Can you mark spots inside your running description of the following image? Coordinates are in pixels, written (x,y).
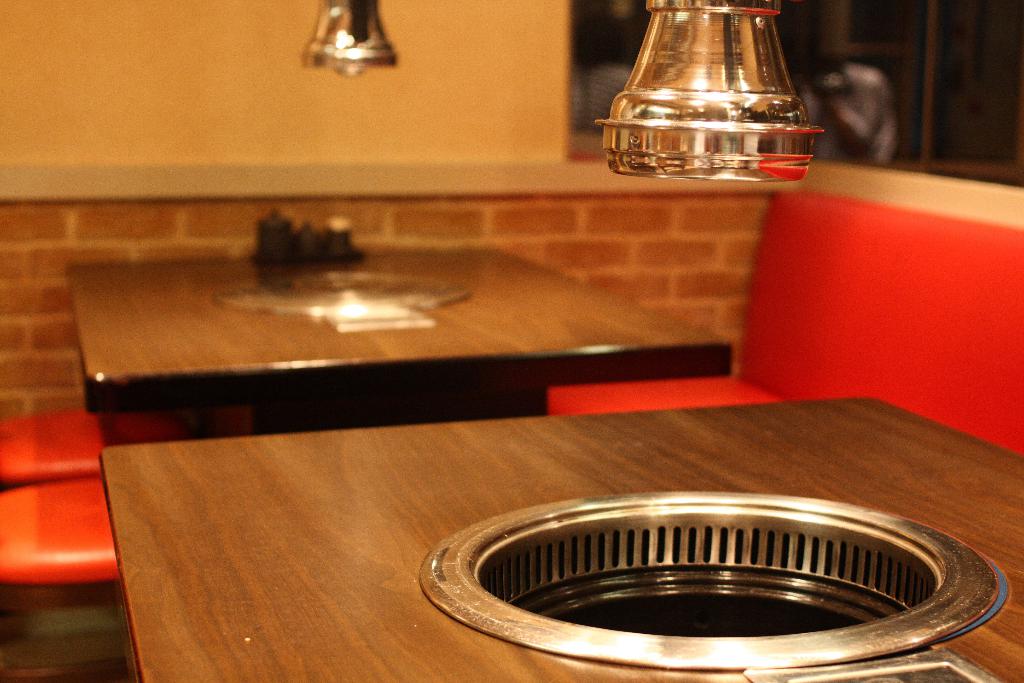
In this image I can see two tables (243,437), few red colour seats (882,314) and on these tables (634,487) I can see two round things (764,504) and few other stuffs (278,236). On the top side of the image (740,140) I can see two silver colour things (325,42) and I can also see this image is little bit blurry.
